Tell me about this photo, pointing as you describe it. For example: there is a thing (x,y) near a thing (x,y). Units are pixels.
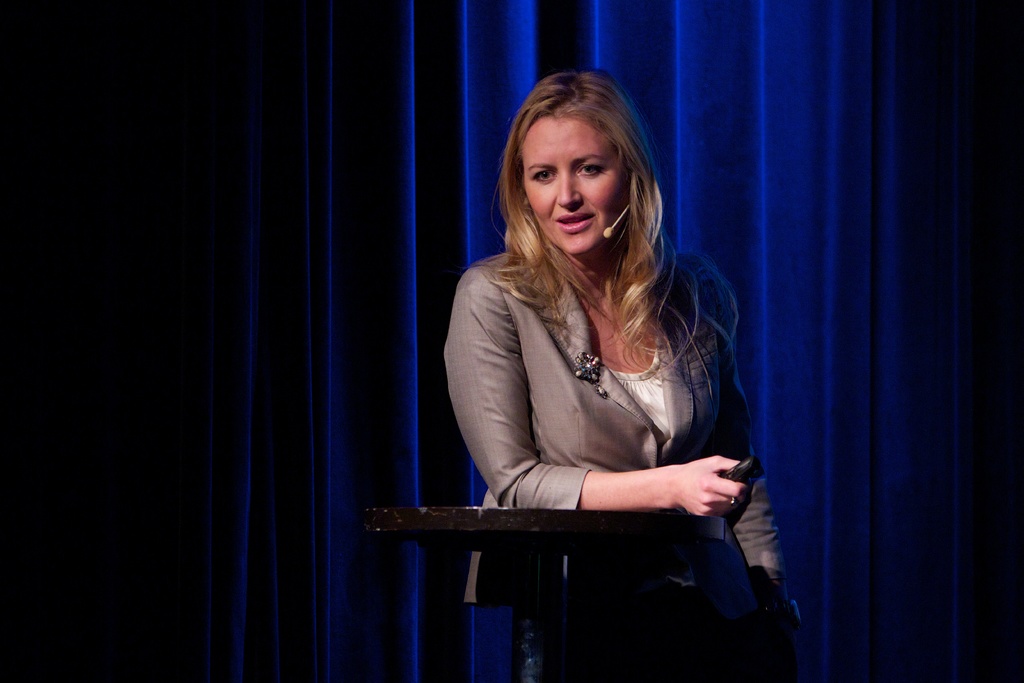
In the center of the image (557,264) a lady (614,299) is standing and holding an object (746,471) in her hand (683,488). And we can see a table (566,523) is present in the middle of the image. In the background of the image (447,256) curtain (447,272) is there.
